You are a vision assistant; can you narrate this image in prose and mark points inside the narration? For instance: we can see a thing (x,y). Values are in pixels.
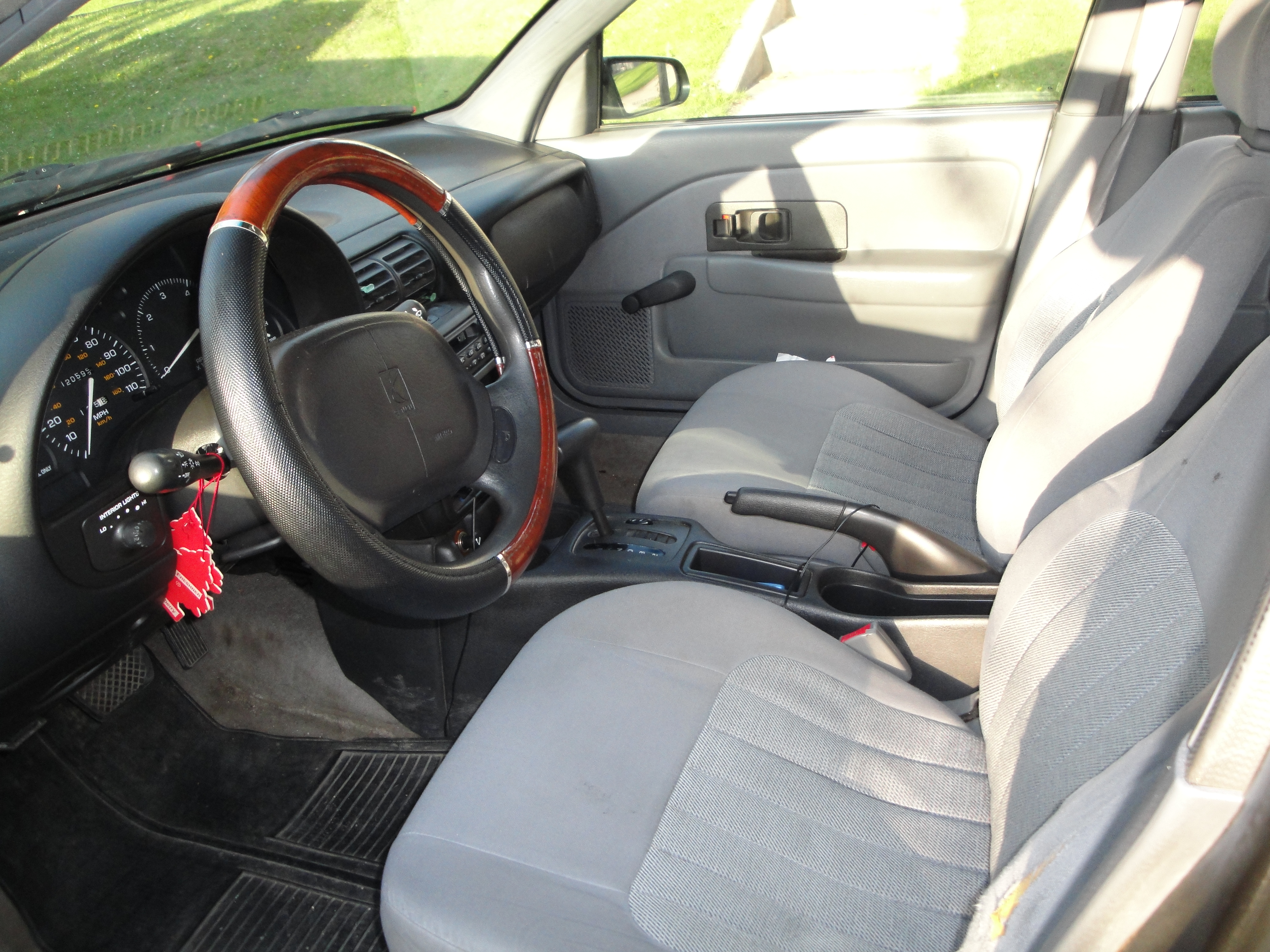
This image is clicked inside a car (668,725). To the right (869,747) there are seats (890,733). In between the seats (847,553) there is a handbrake (929,557). In front of the handbrake (818,514) there is a gear rod (591,470). To the left (397,408) there is a steering wheel (341,393). Behind it there are display meters (93,384). Beside the steering wheel (246,466) there is an object (197,546) hanging. At the top (385,34) there are glass windows (722,32) to the car (34,29). Outside the car (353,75) there's grass (350,31) on the ground (900,65). In the bottom left (180,901) there are mats (252,815) inside the car (150,882).
